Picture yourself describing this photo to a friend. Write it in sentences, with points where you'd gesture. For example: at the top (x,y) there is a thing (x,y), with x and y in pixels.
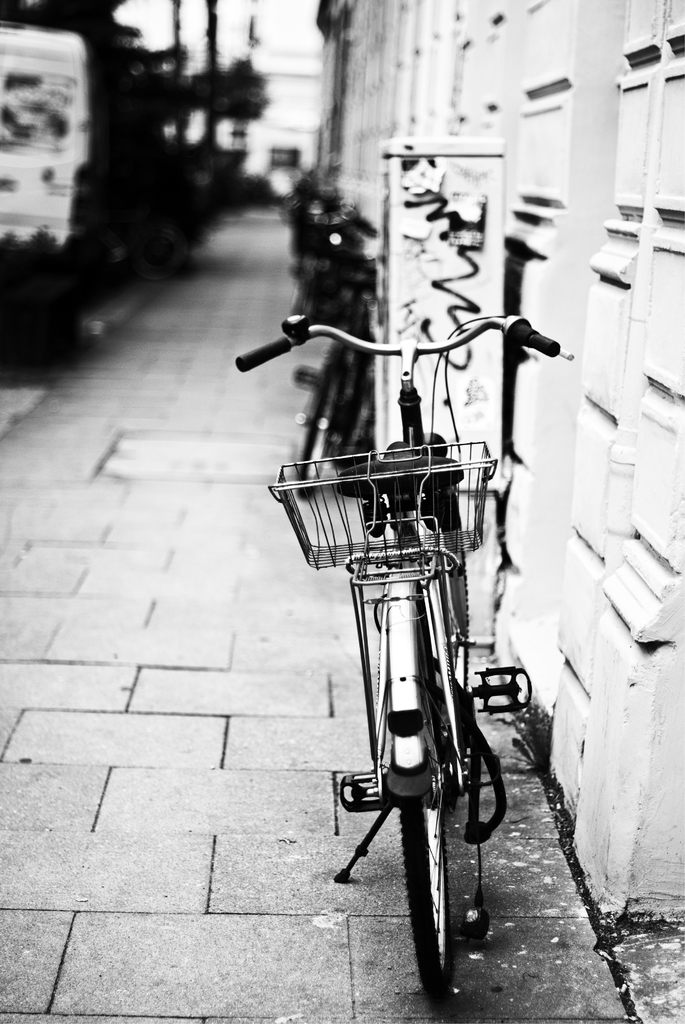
In this image we can see bicycles (402,514). In the background (483,115) there are buildings (473,111) and trees (137,154).
